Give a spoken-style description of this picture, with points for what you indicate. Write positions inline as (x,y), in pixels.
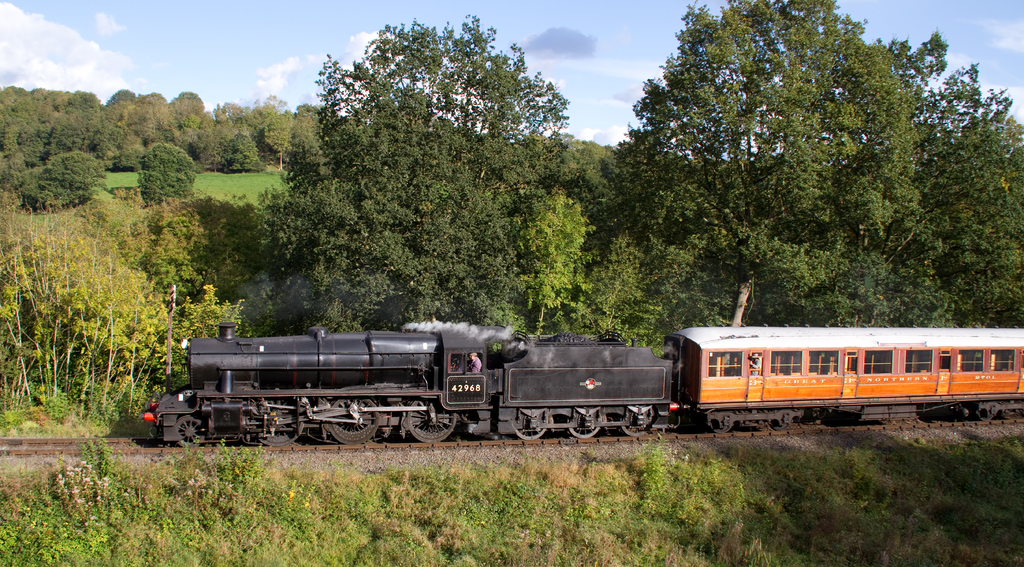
In the middle of the picture (369,358), we see a train (542,386) in black and orange color is moving on the tracks (211,449). We see the man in the purple shirt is riding the train (224,435). At the bottom (458,496), we see the grass (432,516) and the shrubs (135,511). There are trees (360,276) in the background (543,193). At the top (550,68), we see the sky (221,37) and the clouds (106,74).
